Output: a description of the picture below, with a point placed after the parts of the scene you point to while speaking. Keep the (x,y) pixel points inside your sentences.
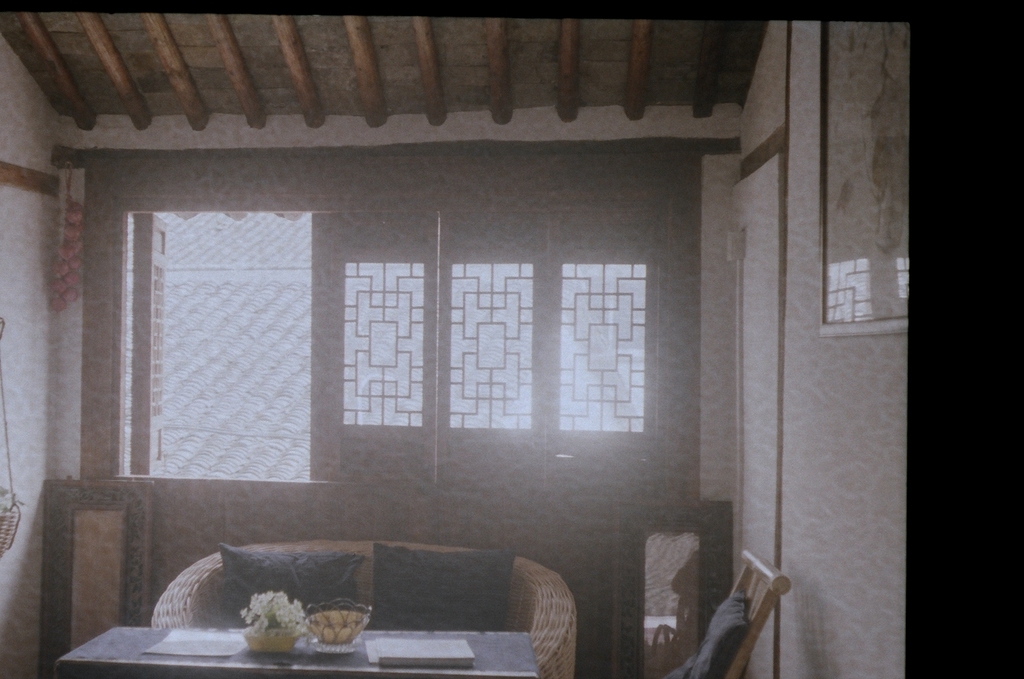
It is a room (517,218) there is a sofa (320,592) in front of the sofa (537,645) there is a table (315,669) and on the table (356,661) there is a book (368,647), bowl (352,640) and a plant (282,603), there is also a chair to the right side of the table (510,641) in the background (426,313) there are three windows (430,335), an open window (260,357).
